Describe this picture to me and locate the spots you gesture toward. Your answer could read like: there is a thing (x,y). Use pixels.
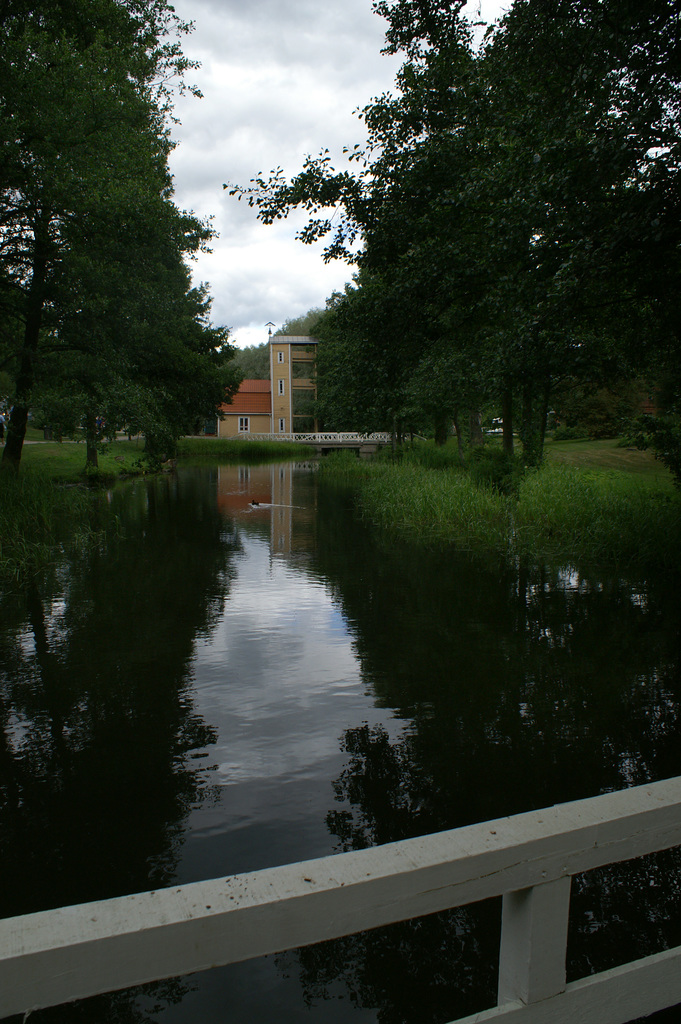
In this image there are trees (123,219) on the left (103,243) and right corner (552,218). There is water (275,657) at the bottom (242,775). There are buildings (276,338) and trees (374,340) in the background (221,415). And there is sky (388,80) at the top (302,128).
